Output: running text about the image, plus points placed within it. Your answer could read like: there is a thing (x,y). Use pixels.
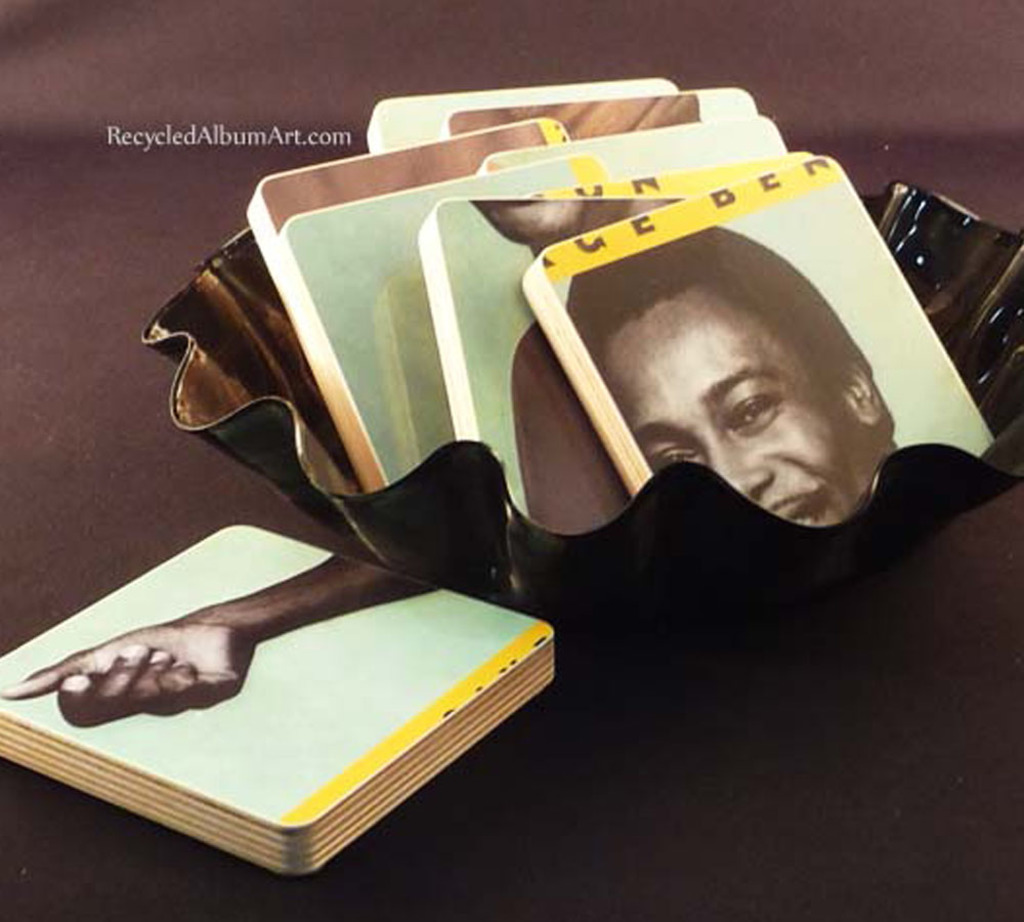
In this image I can see few boards (498,262), a bowl (437,458) and on these boards (515,451) I can see a face (660,348) and a hand (254,640) of a person (325,574). I can also see a watermark (230,145) over here.
